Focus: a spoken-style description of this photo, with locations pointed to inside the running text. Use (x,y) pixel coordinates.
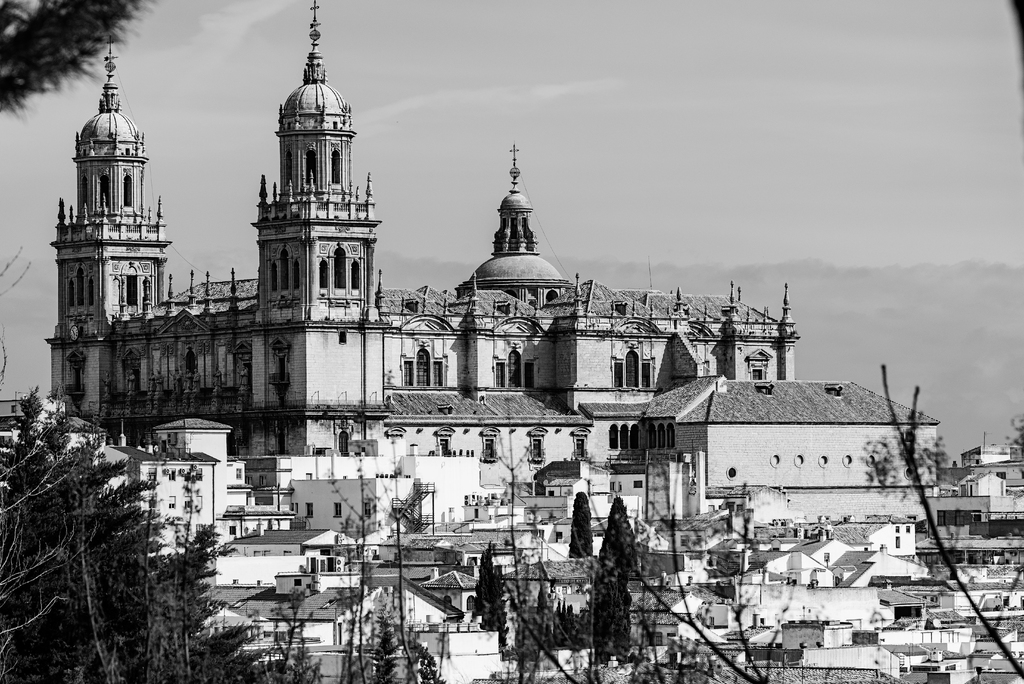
In the image we can see the black and white picture of the buildings (420,423) and trees (201,622). Here we can see a hill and the sky (857,223).
